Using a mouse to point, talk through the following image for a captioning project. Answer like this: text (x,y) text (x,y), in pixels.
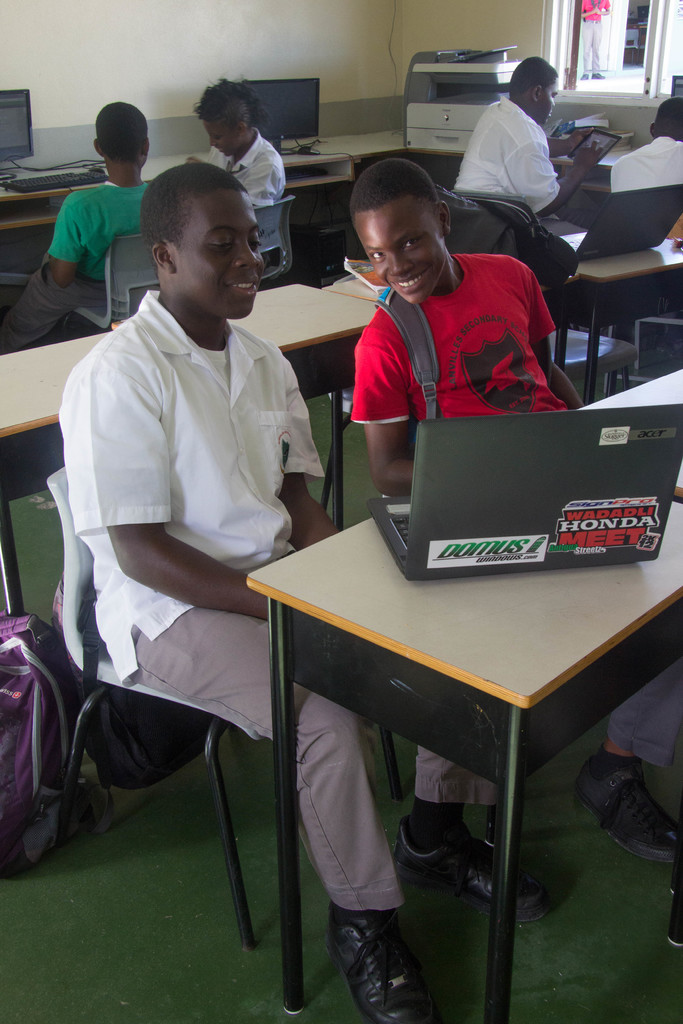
In this image, there are some tables (428,689) which are in white color, on that table (605,582) there is a laptop (528,530) which is in black color, there are some people (190,555) sitting on the chairs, in the background (11,150) there are some black color computers (267,107) kept on the table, there is a white color wall (327,79).
